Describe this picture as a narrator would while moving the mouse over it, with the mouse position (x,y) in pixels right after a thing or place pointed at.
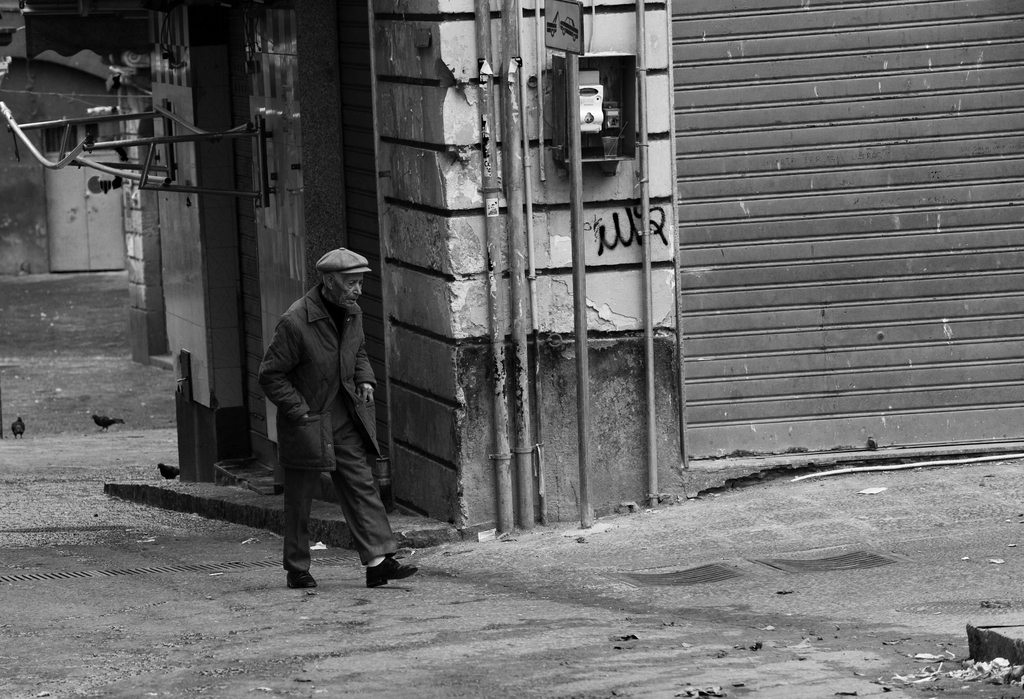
It is a black and white picture. In the center of the image (350,416) we can see one person (307,446) walking and he is wearing a cap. In the background (288,124) there is a wall (663,79), shutter (746,93), sign board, road (916,666), door (94,242), buildings (663,201), poles (575,292), birds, waste papers (986,674) and a few other objects (608,247).
